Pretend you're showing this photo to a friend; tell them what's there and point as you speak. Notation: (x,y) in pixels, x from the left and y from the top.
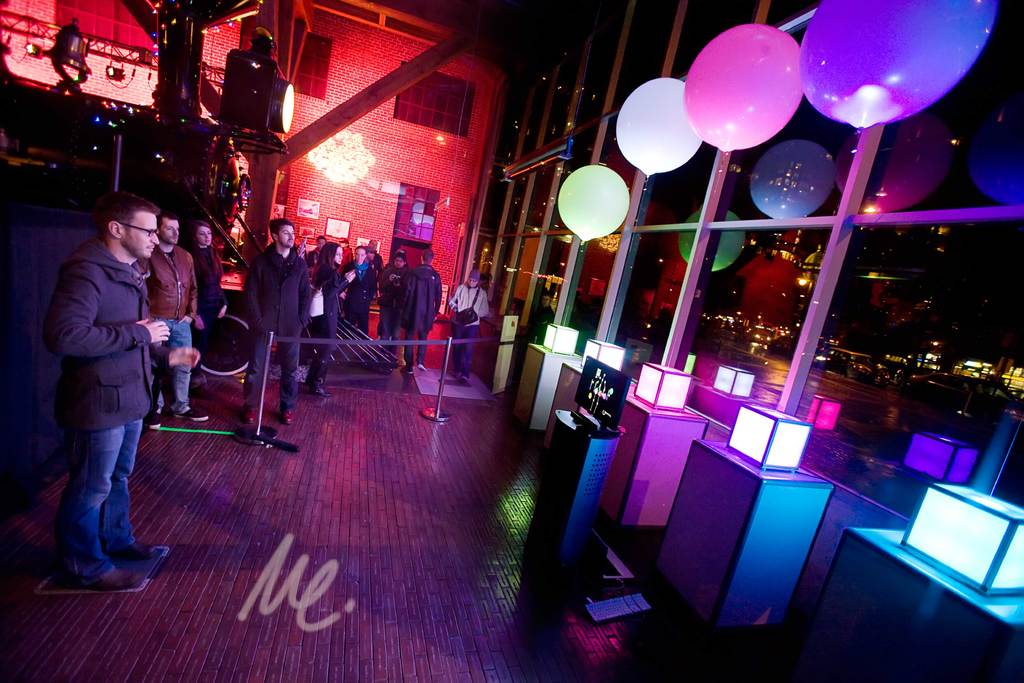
In the background (443,159) we can see the wall (371,130), windows (434,128) and light rays (332,153). We can see the frames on the wall (354,174). In this picture we can see the people (317,295). On the left side of the picture (207,141) we can see LED light (265,128), bell (66,61) and some decoration (157,64). On the right side of the picture (848,157) we can see the glass wall (534,138) decorated with balloons (701,113), we can see some boxes (647,481) placed on the floor (495,593). We can see a device (618,416) kept on the stand (577,474).
